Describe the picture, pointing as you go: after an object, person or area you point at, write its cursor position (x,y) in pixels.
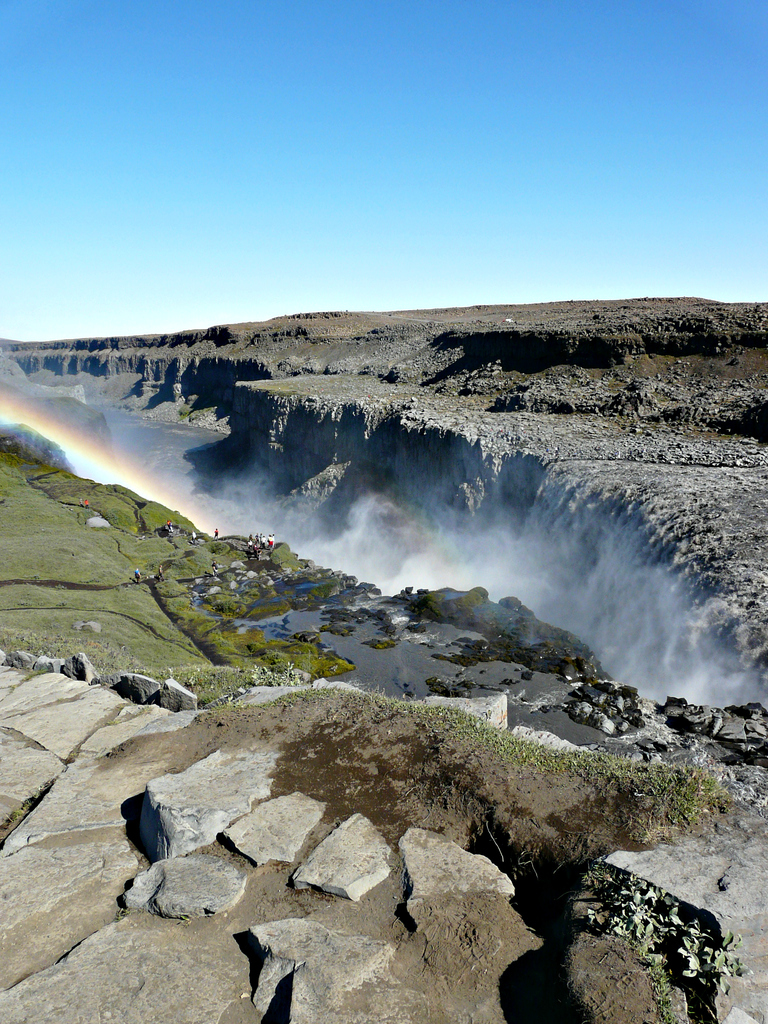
In this picture there are water falls (509,573). On the left side of the image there are group of people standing and there is a rainbow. At the back (447,467) there is a mountain (394,442). At the top (460,153) there is sky (460,146). In the foreground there are stones (134,934).
